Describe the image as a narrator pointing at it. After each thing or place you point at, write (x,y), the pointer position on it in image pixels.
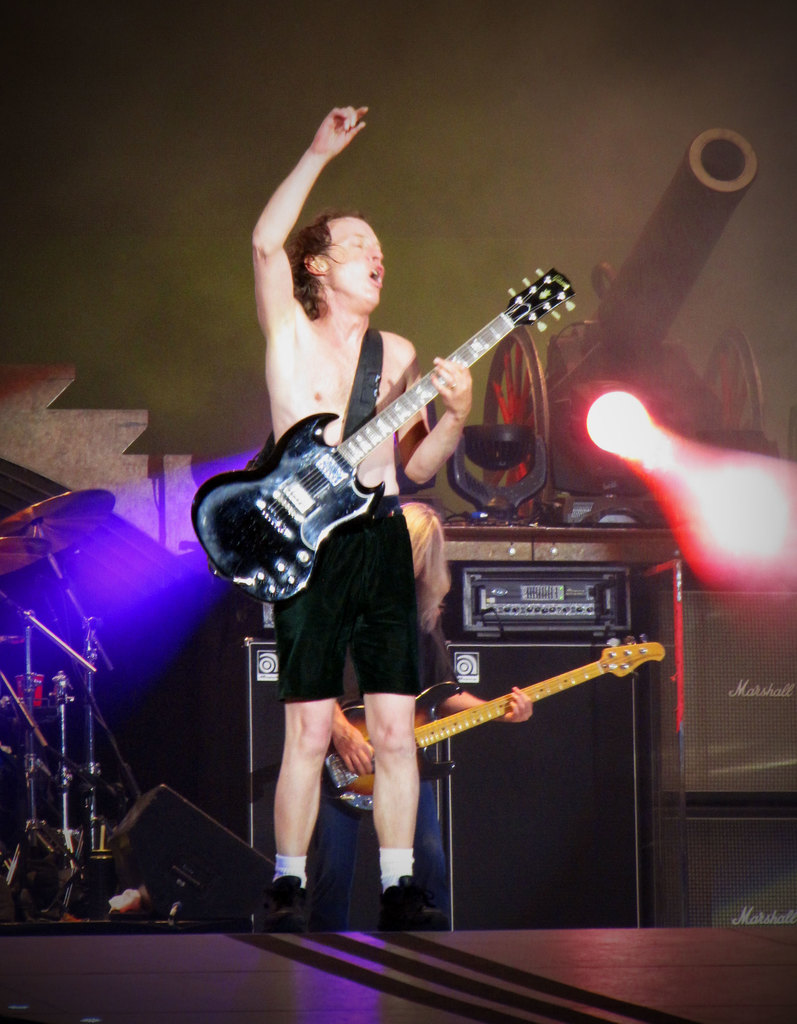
In this image, in the middle (383,579), we can see a man (379,253) standing and holding guitar (403,398) and playing with it. On the right side (600,718), we can see some speakers (687,749), lights (795,524). On the left side (71,523), we can also see some musical instruments (58,523). In the background (711,223), we can also see another person (428,799) playing guitar (449,725) and a wall war machine (676,265).
